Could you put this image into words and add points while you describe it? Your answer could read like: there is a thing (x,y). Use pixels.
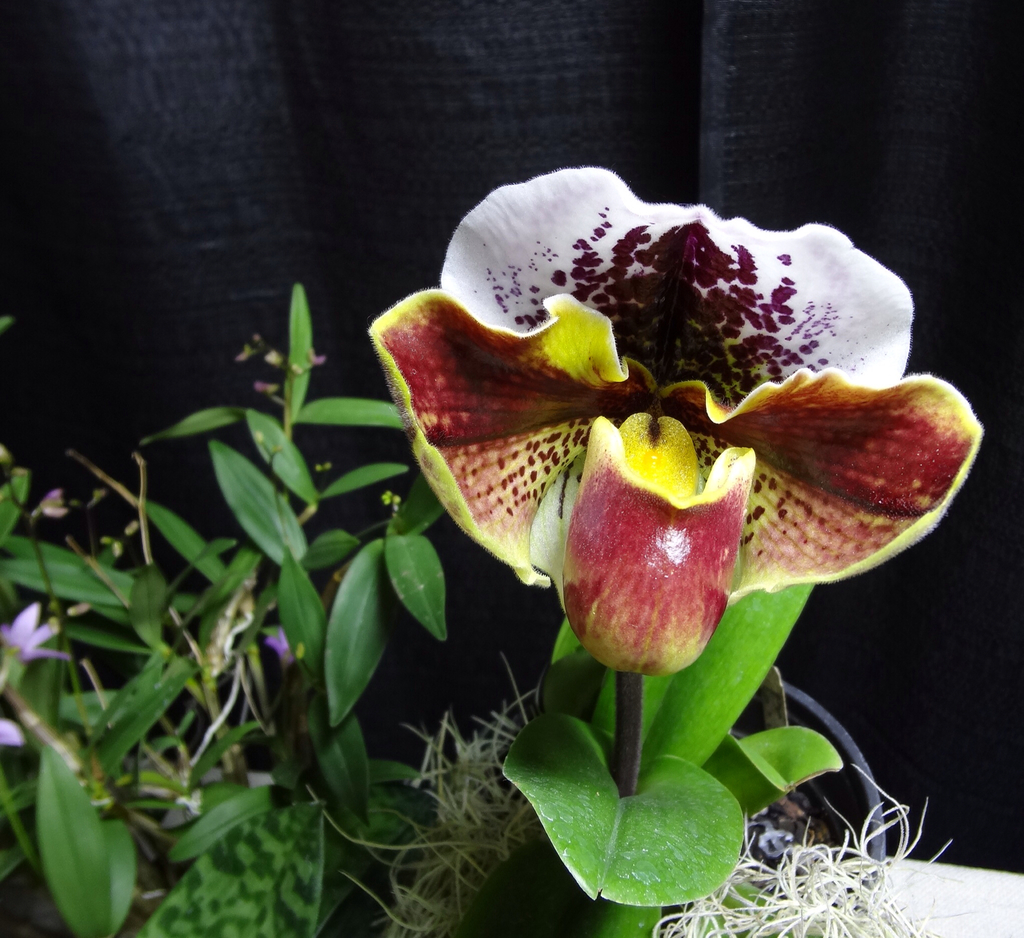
In this image I can see few plants (238,655) which are green in color and few flowers (23,622) which are pink, maroon, yellow, brown and white in color and I can see the black colored background (942,98).
